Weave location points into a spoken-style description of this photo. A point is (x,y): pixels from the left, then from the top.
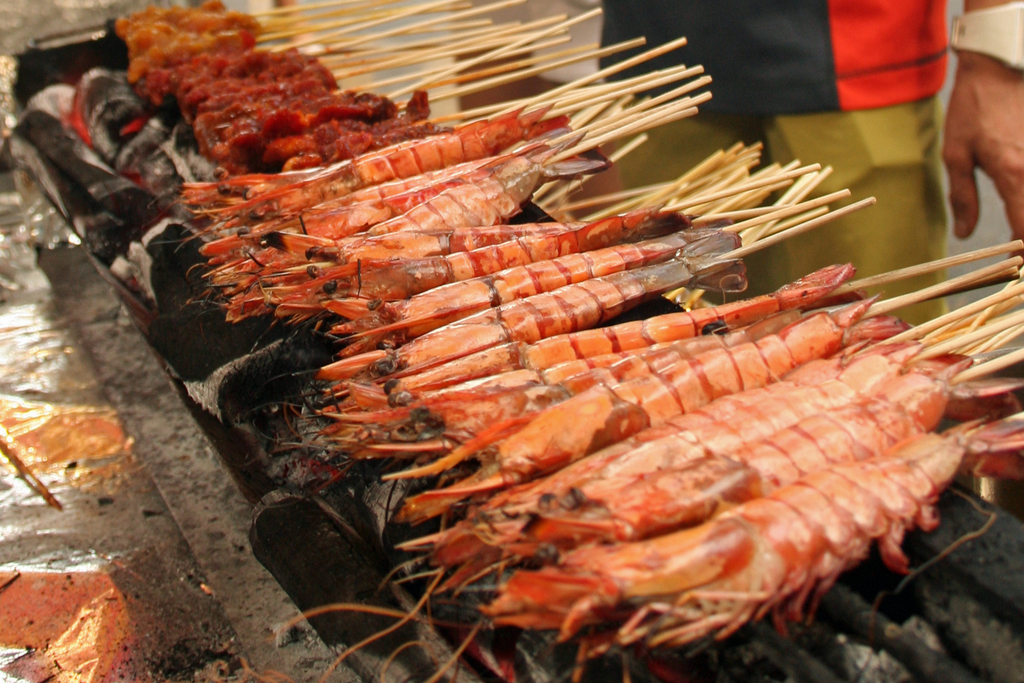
There are shrimp skewers (669,401) on a grill (711,642) and a person (858,103) is standing at the back (859,130).
